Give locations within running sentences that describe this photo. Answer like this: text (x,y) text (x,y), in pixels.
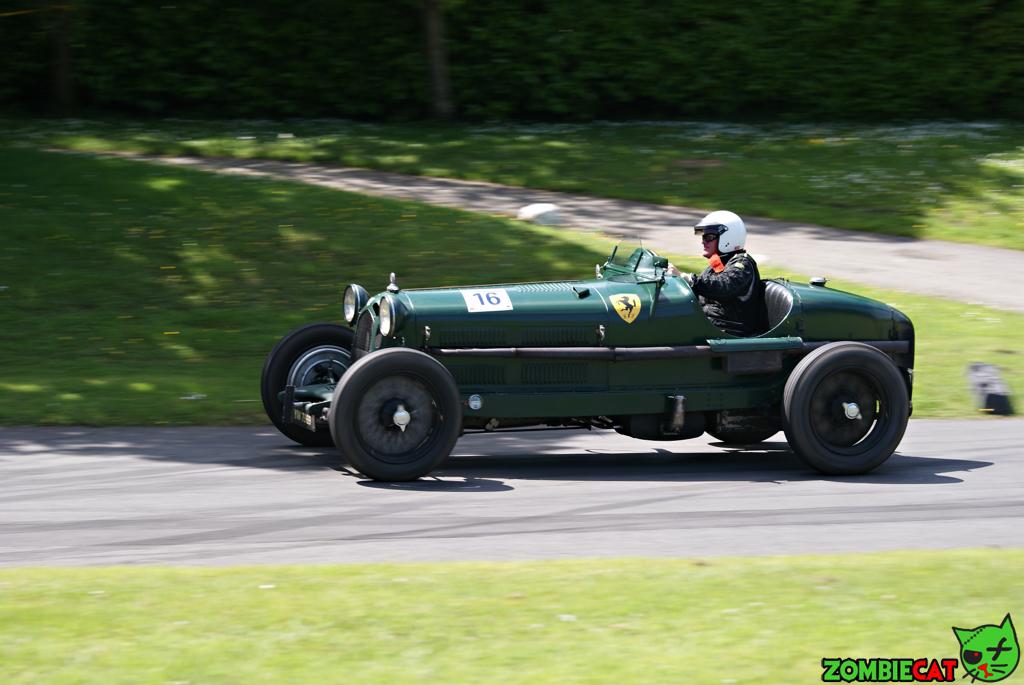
In this image we can see a car (559,363), one person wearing a helmet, we can see the grass (962,306), some written text (937,664) at the bottom (853,663).
